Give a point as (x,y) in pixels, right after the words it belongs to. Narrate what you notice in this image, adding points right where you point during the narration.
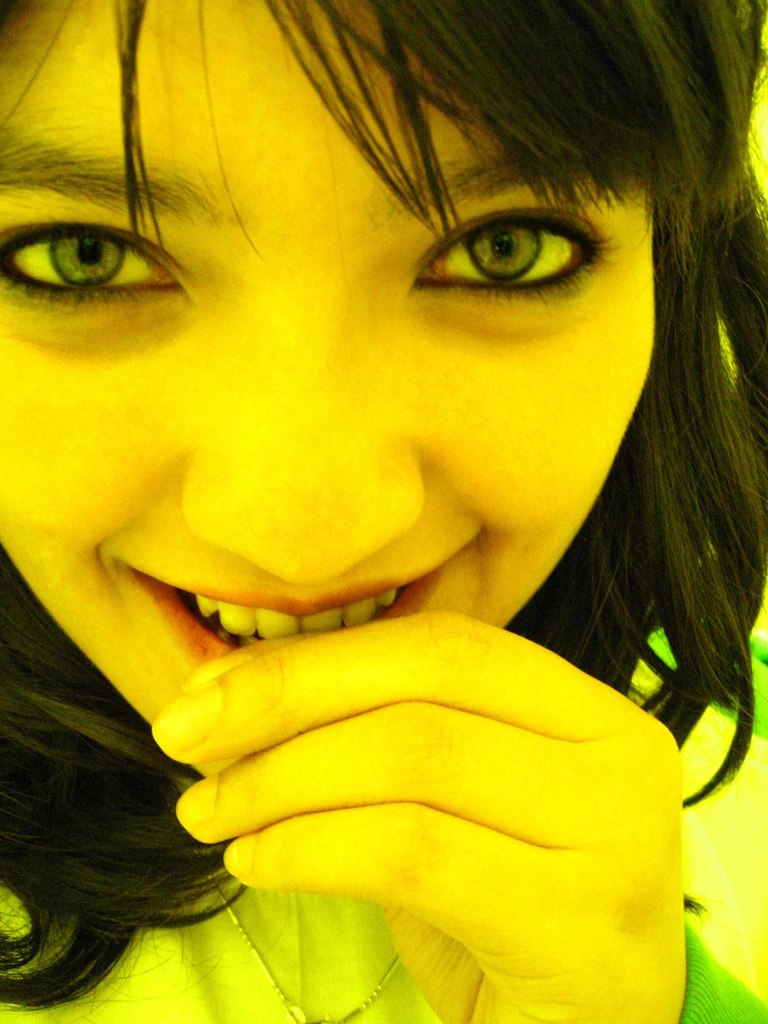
In this picture I can see a woman (404,447).
